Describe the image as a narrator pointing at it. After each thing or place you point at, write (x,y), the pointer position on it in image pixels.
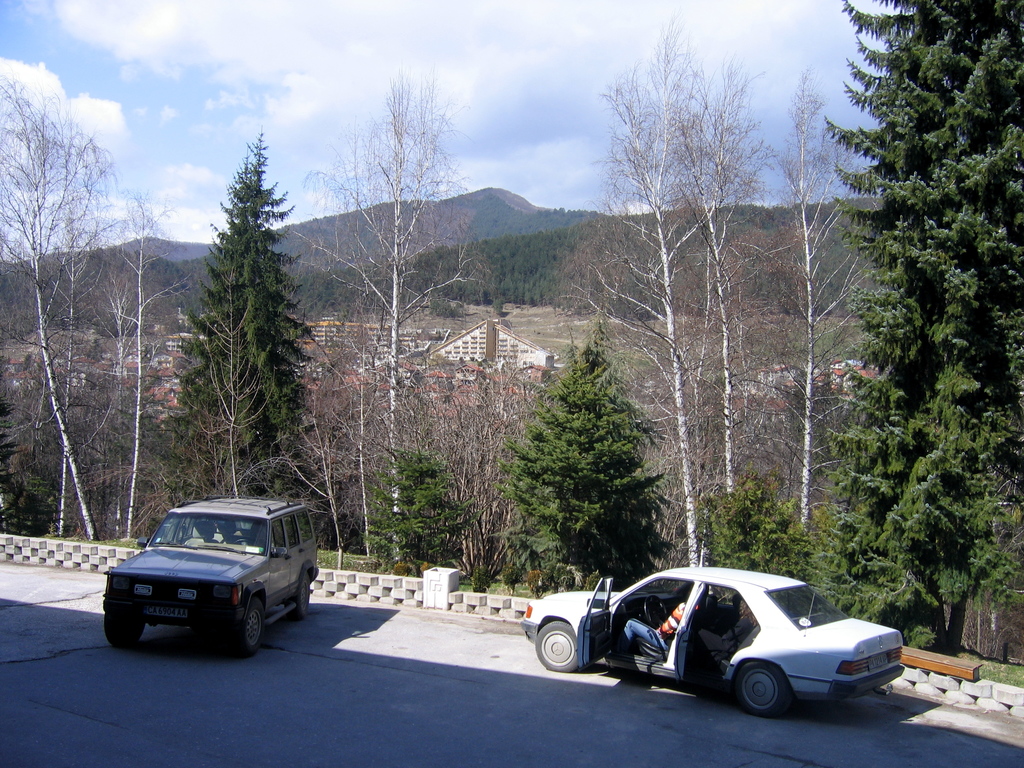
In this image we can see a person (670,627) in the car (714,643) which is on the road (324,683). We can also see another vehicle (209,538) on the left (227,535). In the background (407,415) we can see the trees (643,420), houses (468,340) and also the hills (553,301). Sky (147,86) is also visible with the clouds (498,89).
